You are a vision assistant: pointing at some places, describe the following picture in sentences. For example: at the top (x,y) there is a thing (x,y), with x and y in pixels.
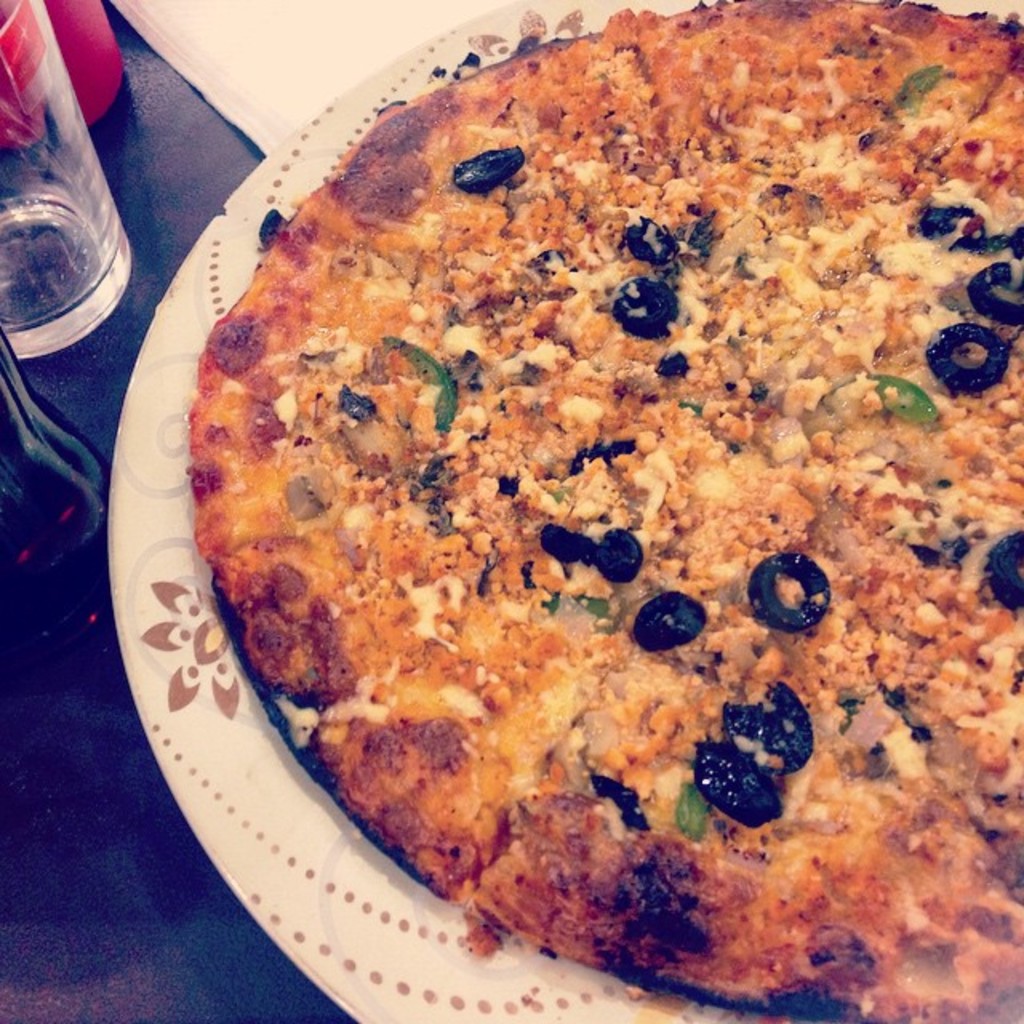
In the image there is a pizza (658,709) on a plate (550,1007) with bottle (62,524), cup (10,28) and tissue (337,17) on the table (107,882).
